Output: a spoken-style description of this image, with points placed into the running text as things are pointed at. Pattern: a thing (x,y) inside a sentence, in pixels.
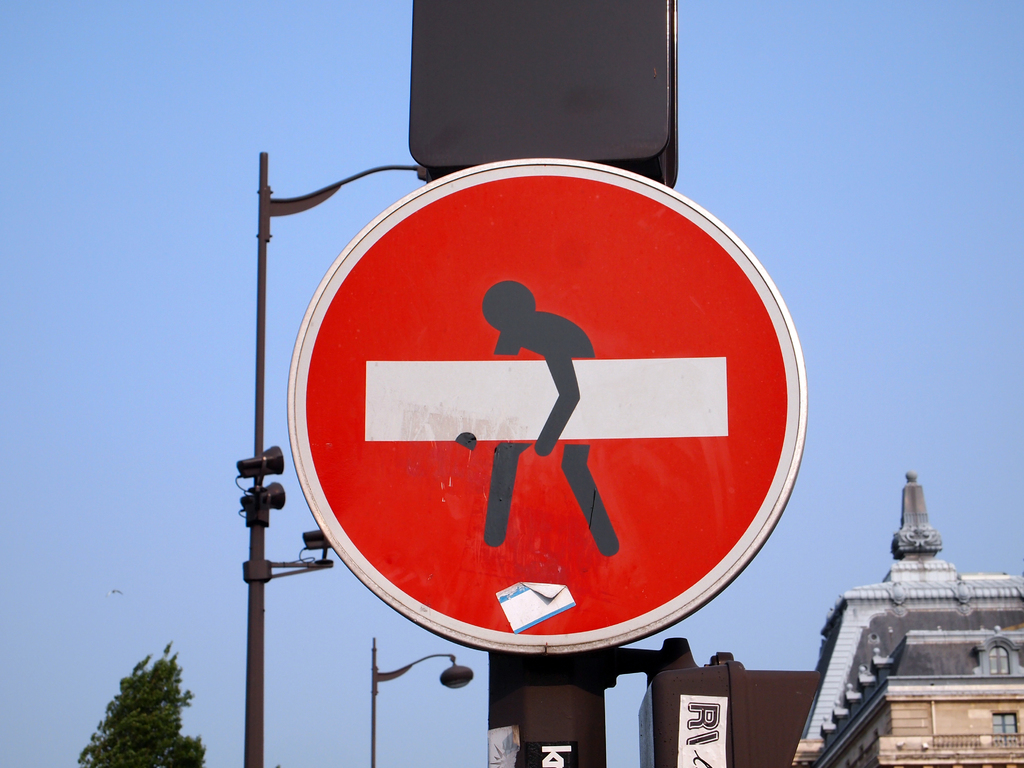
In this image we can see a board (488,165) to a pole (521,683) with a picture (486,402) on it. On the backside (993,667) we can see a building (970,688), a street pole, a tree (162,689) and the sky (113,496) which looks clear.
